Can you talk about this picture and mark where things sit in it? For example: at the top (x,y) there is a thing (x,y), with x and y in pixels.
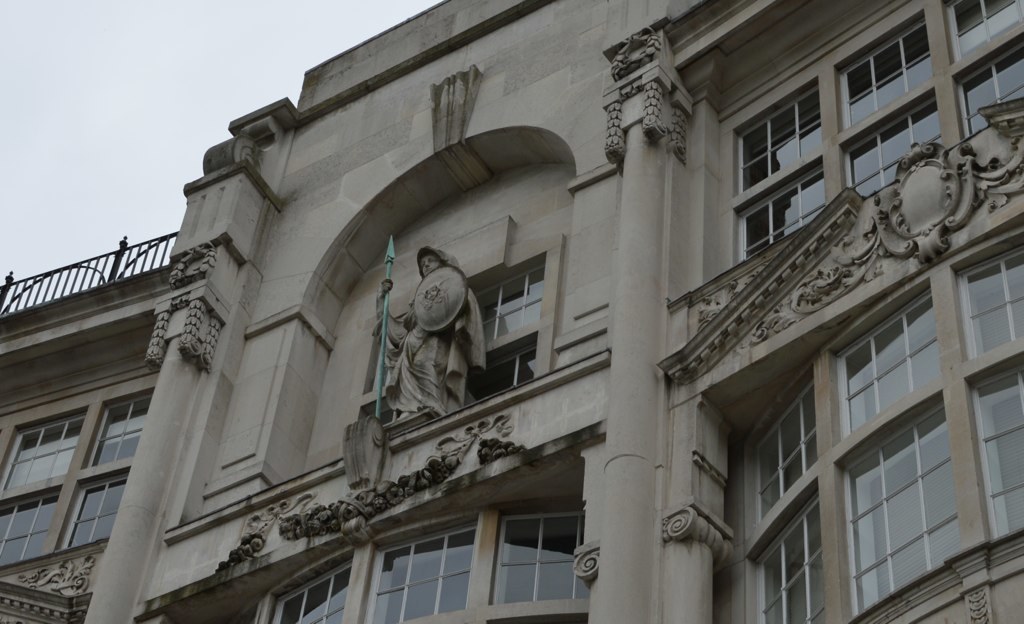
In this image, we can see a building (750,271). There is a sculpture (384,343) in the middle of the image (421,260). In the top left of the image (49,99), we can see the sky (78,71).
